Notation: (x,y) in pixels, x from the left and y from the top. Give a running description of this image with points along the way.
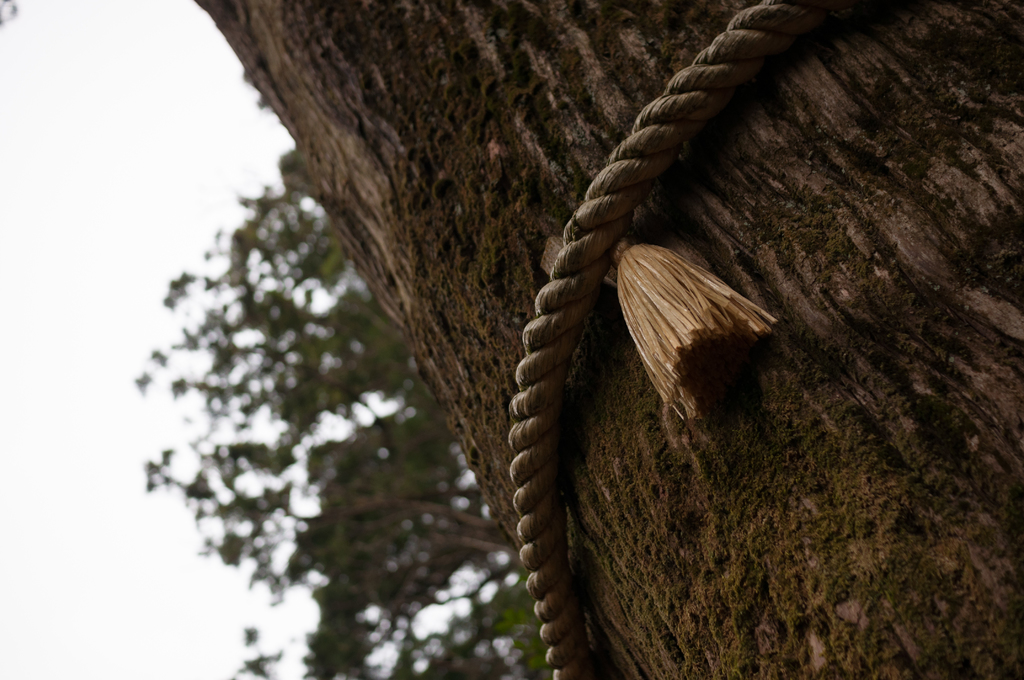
In this image there is a rope (532,477) which is tied to the tree (813,379). In the background (301,331) there are green leaves (321,473).
